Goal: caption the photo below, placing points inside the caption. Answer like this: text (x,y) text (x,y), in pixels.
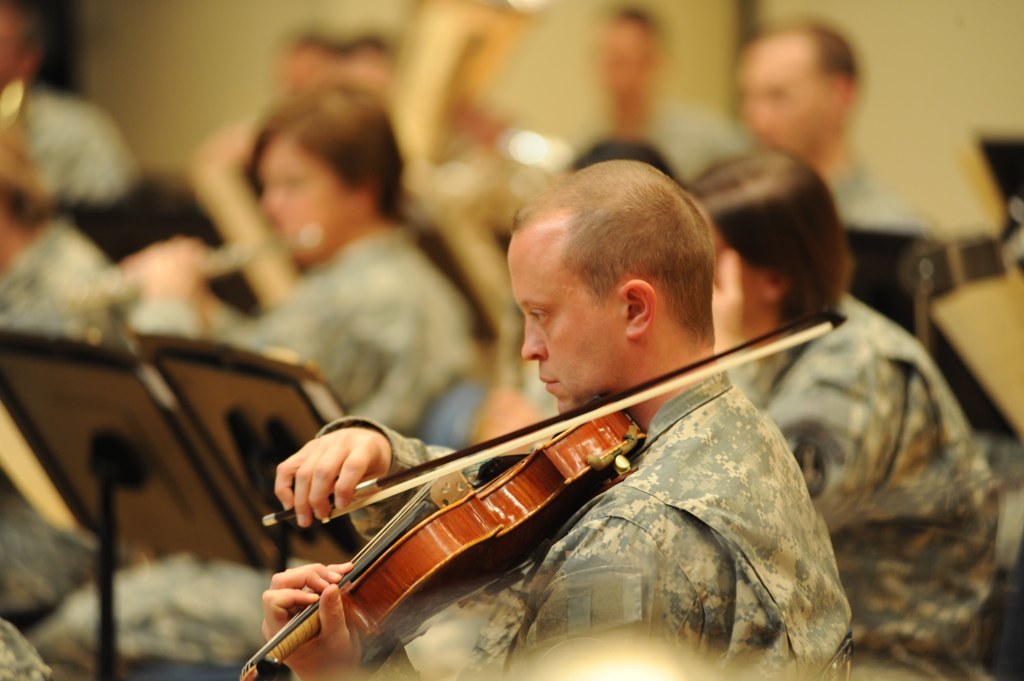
in the picture there are many people (402,388) sitting and playing different musical instruments (552,469) a man (733,467) was playing a violin (527,520).
